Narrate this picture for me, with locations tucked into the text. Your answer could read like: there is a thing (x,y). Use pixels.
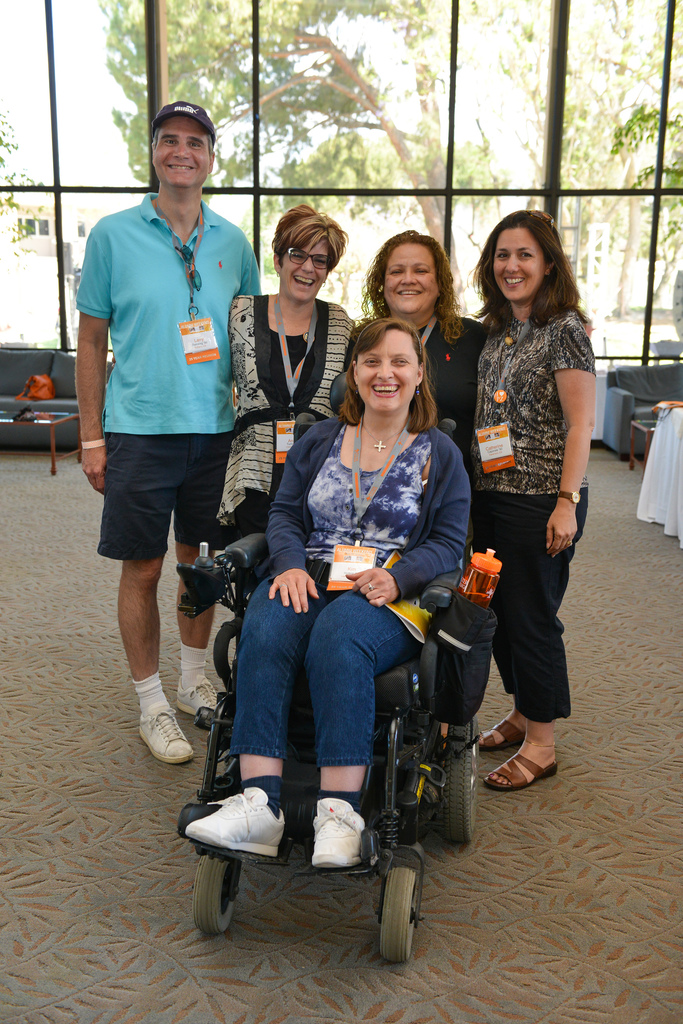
As we can see in the image there are trees (229,14), window (417,167) and few people (441,290) over here. Behind them there are sofas (16,368).
